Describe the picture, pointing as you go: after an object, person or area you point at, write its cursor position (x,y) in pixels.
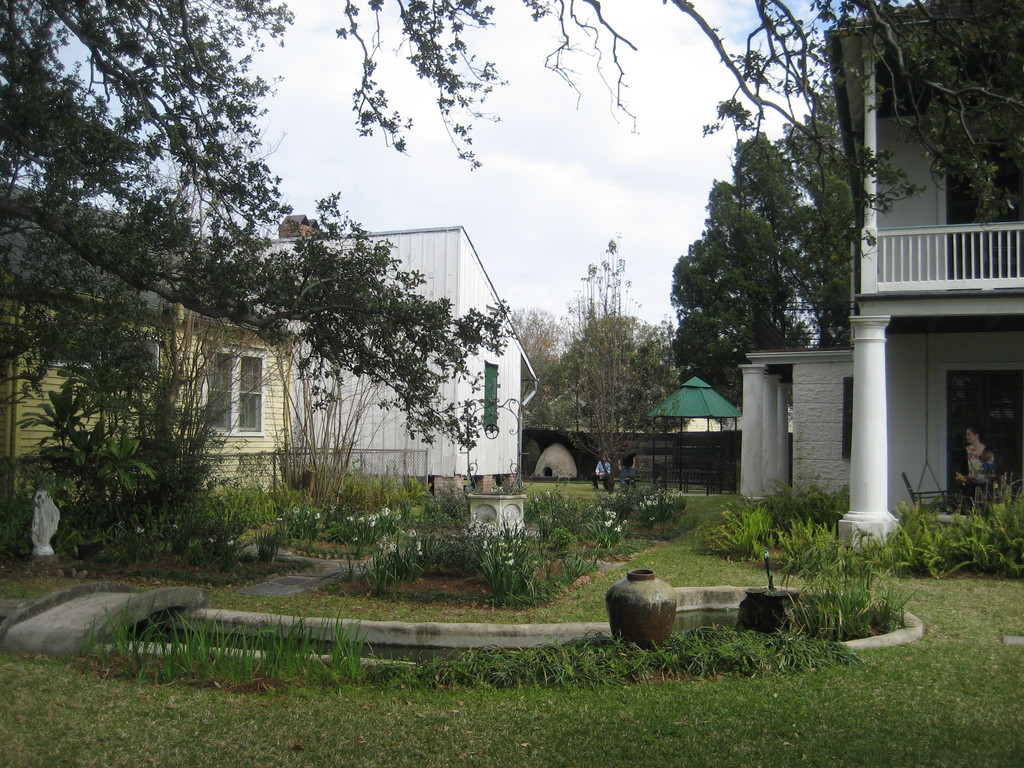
There are plants (797,629), a pot (660,604) and a grassy land (732,577) present at the bottom of this image (731,740). We can see buildings (899,436) and trees (147,392) in the middle of this image (604,398) and the sky (579,171) is in the background (583,183).
